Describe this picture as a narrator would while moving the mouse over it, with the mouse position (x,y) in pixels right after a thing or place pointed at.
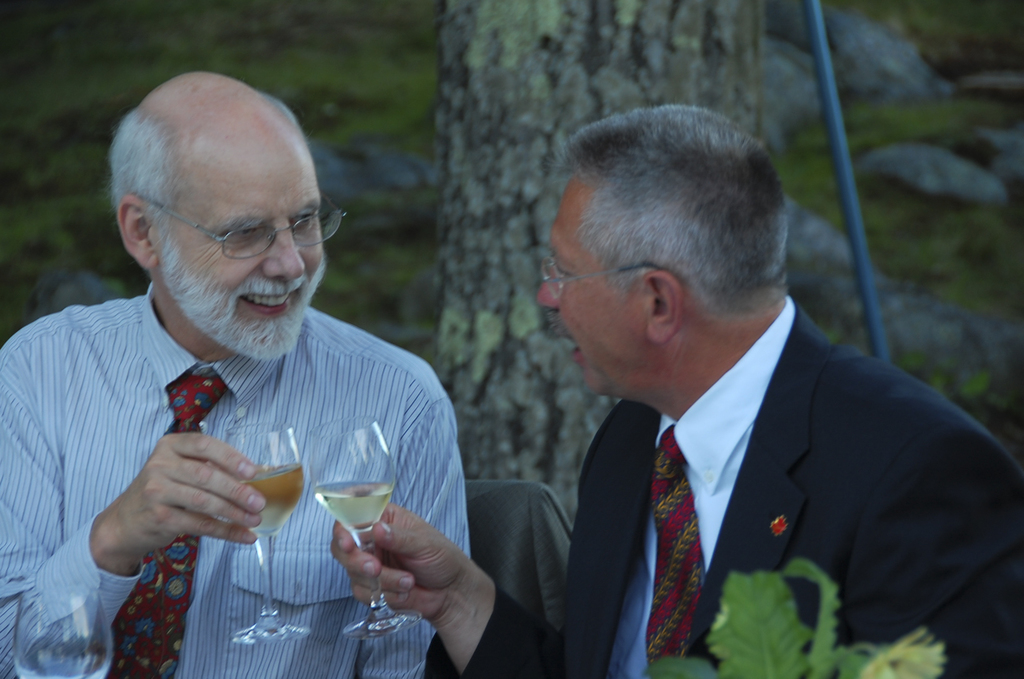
In this picture there are two men (687,337) who are holding glasses (327,493) in their hands (348,542). There is a tree (509,271), plant (789,571) and a rod (846,169) at the background (843,209).
